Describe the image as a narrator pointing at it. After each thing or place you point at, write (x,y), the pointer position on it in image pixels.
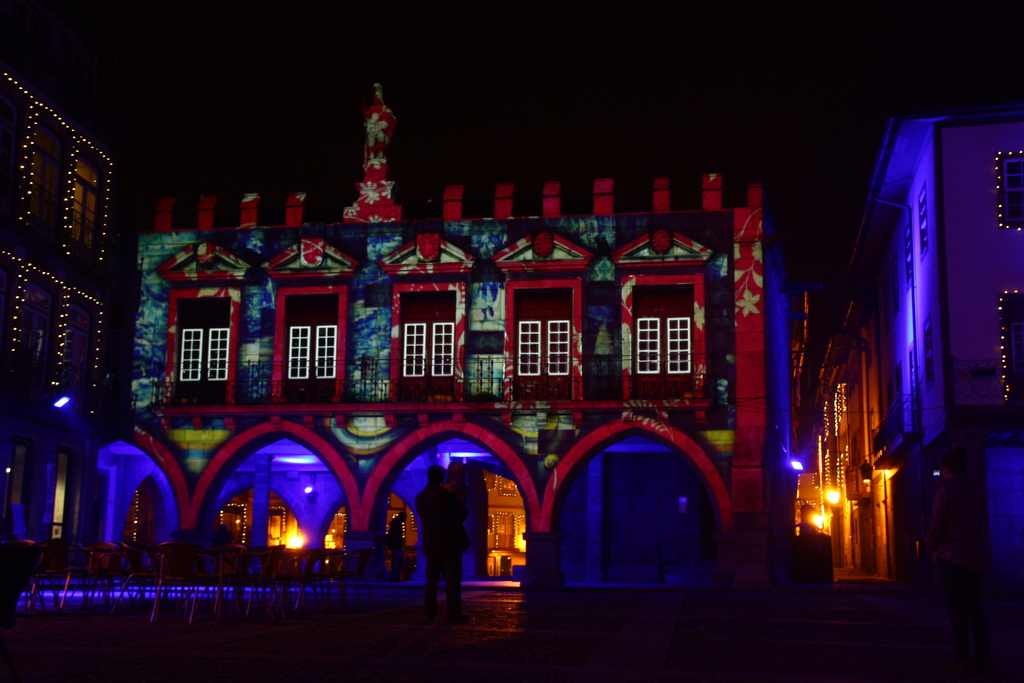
In this picture I can see the buildings (386,357). At the bottom (76,551) there is a man (444,543) who is standing near to the chairs (87,543). On the right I can see the street lights (840,504), windows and doors (865,556). On the left (82,295) I can see the small lights (60,327) which are placed on the building (92,255). At the top (615,29) I can see the darkness (667,81).
